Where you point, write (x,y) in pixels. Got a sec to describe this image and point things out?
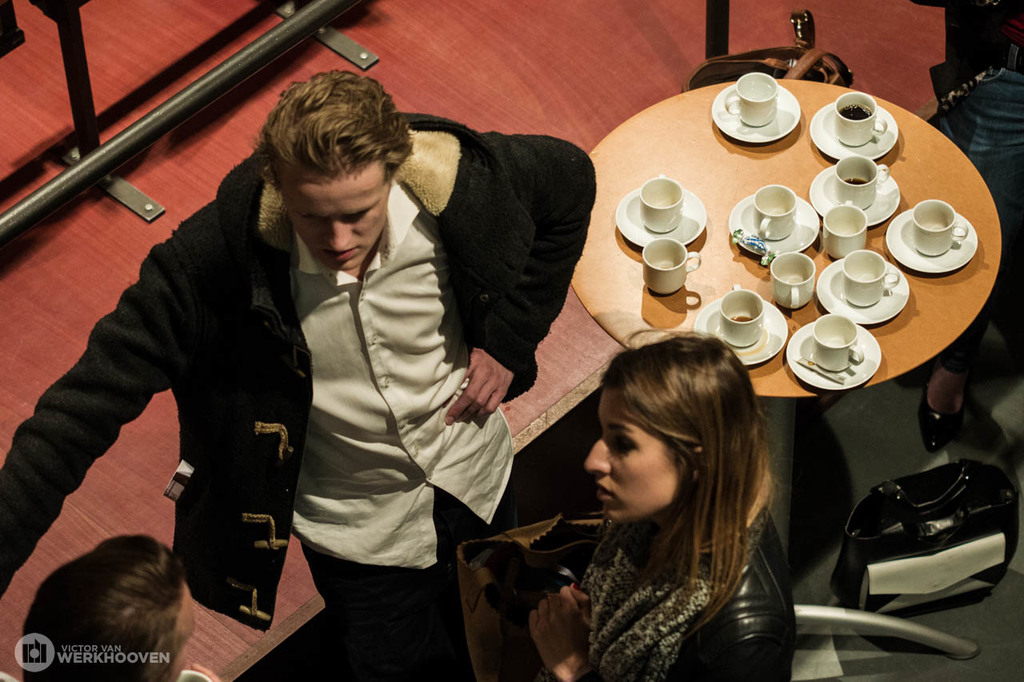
In this picture we can see a man (468,322) and a women (670,338). This is table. On the table (781,250) there are cups (855,293) and saucers (865,149).
